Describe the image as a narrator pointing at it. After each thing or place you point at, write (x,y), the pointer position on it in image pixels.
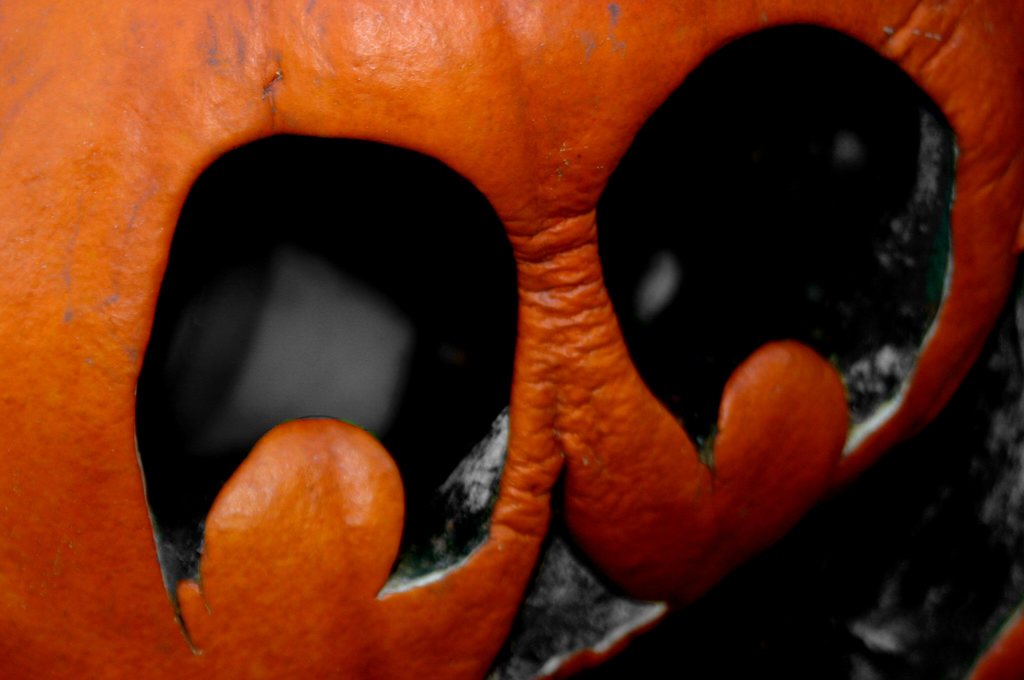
In this picture it looks like an orange pumpkin (457,93) in the front (266,69), there is a dark background (801,121).
